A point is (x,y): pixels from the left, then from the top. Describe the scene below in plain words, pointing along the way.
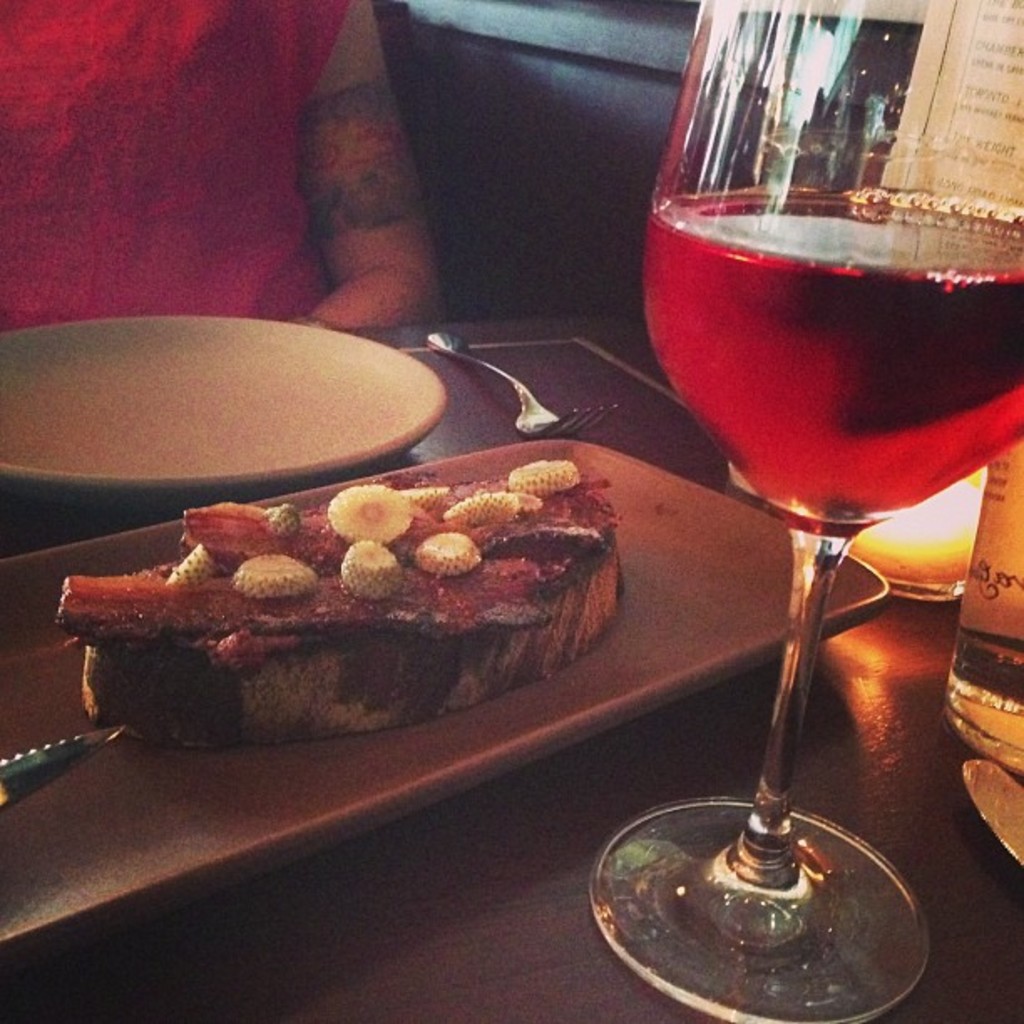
In this image we can see a table (512,343). On the table (457,874) there are a serving plate (519,688) which consists of cooked meat (412,660) on it, beverage tumbler (786,319), beverage bottle (960,624) and a fork (522,399). In the background (287,177) we can see a person (273,146) sitting on the chair (610,271).
